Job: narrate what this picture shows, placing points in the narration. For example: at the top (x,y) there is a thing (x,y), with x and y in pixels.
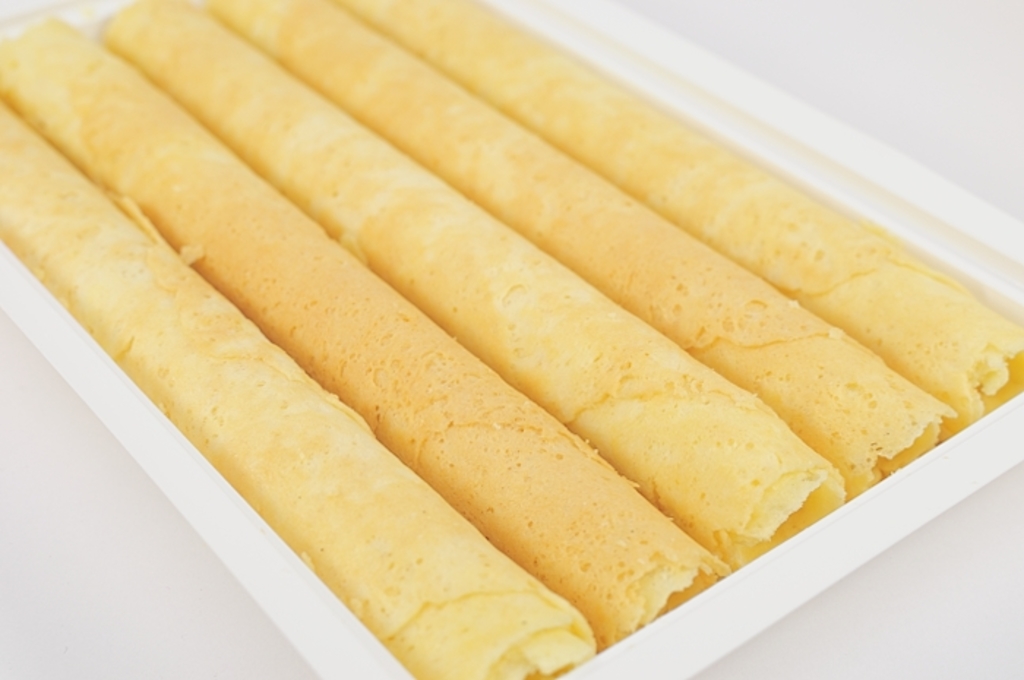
In this image I can see there are food items (553,326) in a white color box (405,676).
